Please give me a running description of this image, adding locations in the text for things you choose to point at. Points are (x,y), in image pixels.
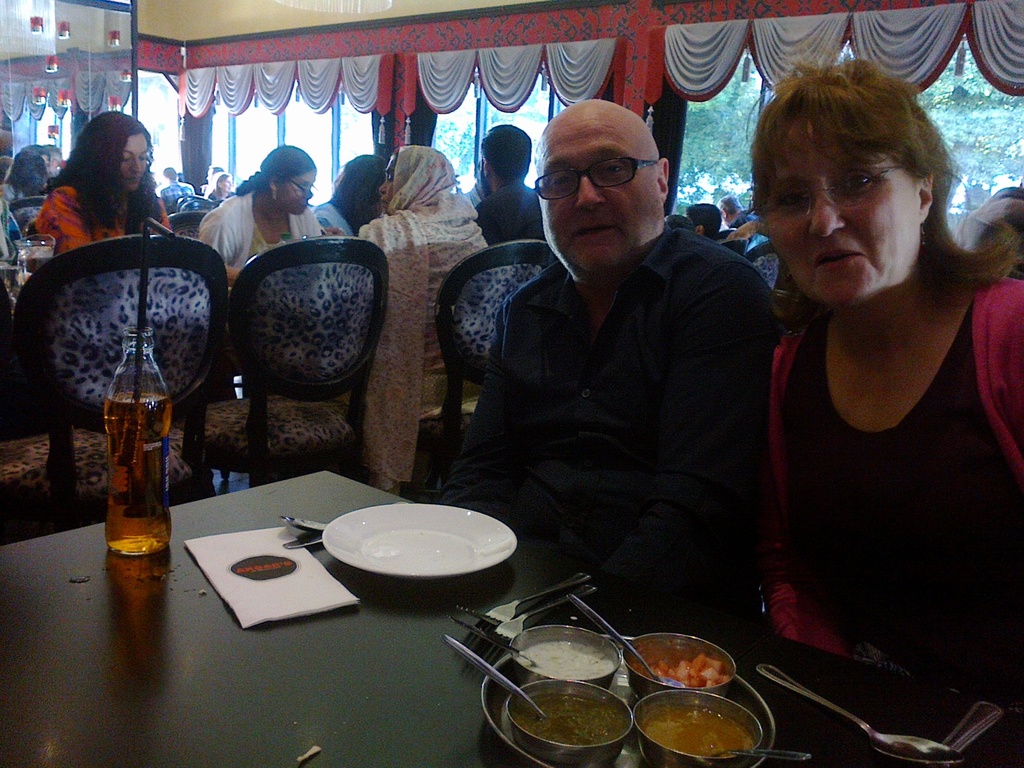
In the image we can see there are people (106,205) sitting, they are wearing clothes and some of them are wearing spectacles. We can see there are many chairs (271,436) and tables (294,641), here on the table (346,631), we can see plates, spoons (491,672), forks (497,616), a bottle (107,459) and the tissue paper (258,583). Here we can see the window (720,146) and out of the window (713,130) we can see trees (747,128) and here we can see the curtains (483,60).
